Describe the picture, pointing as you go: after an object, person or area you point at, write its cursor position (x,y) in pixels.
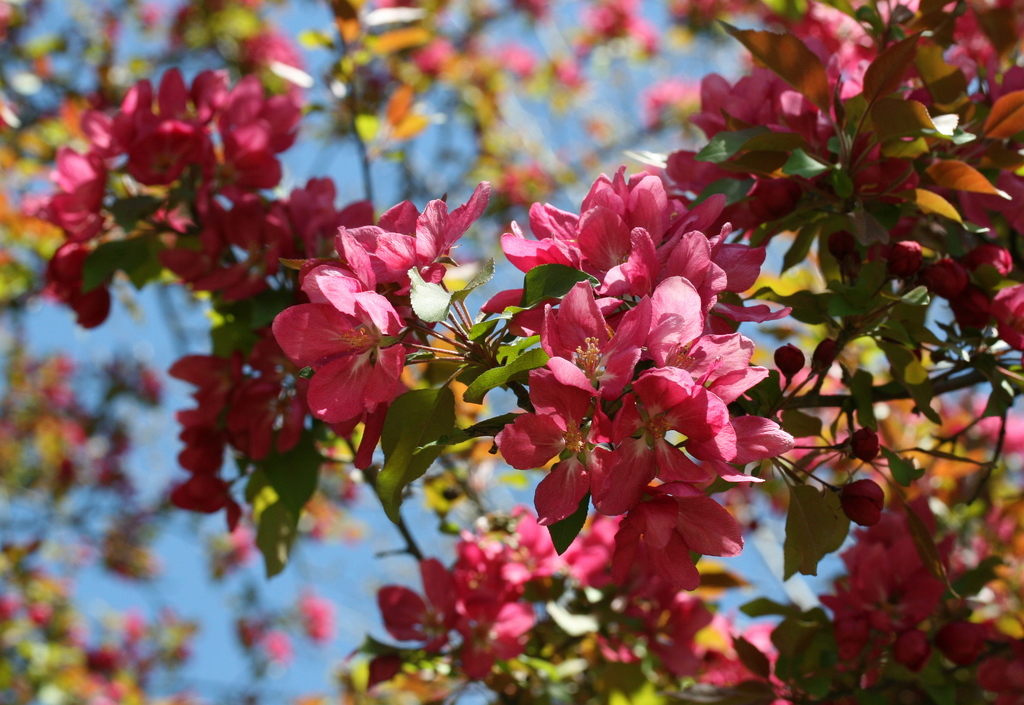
In this image there is a tree (463,355), there are flowers (560,439), the background of the image (423,524) is blue in color.
